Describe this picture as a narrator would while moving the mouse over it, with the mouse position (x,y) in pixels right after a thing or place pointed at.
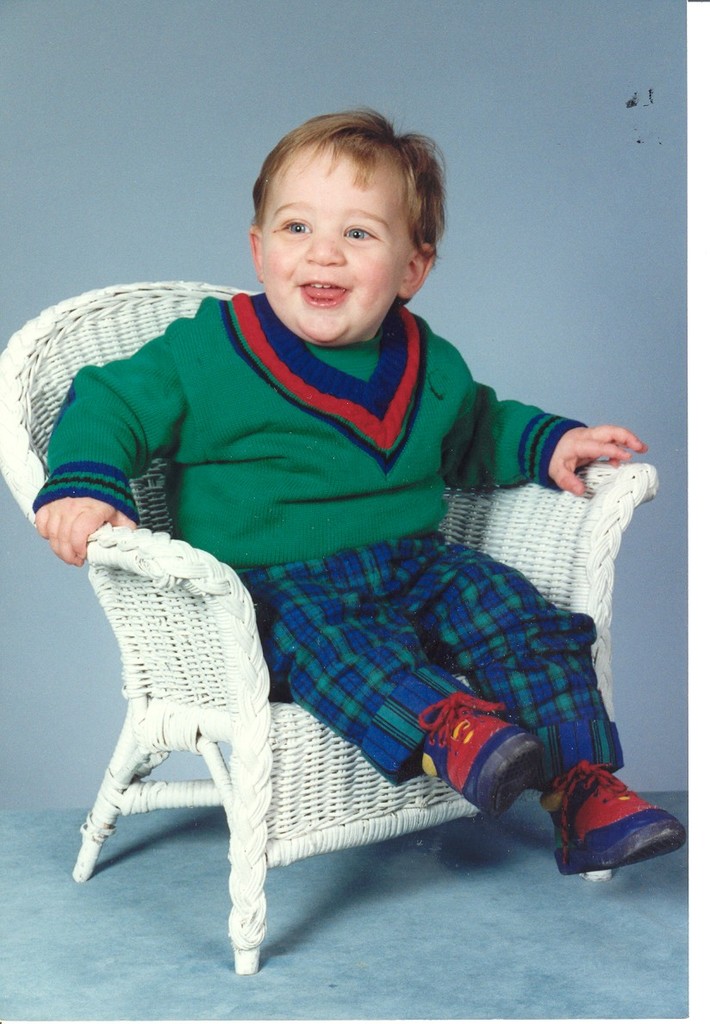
In this picture we can see a kid (389,583) is sitting on a chair (257,655) and smiling, in the background (226,29) there is a wall (187,19).
